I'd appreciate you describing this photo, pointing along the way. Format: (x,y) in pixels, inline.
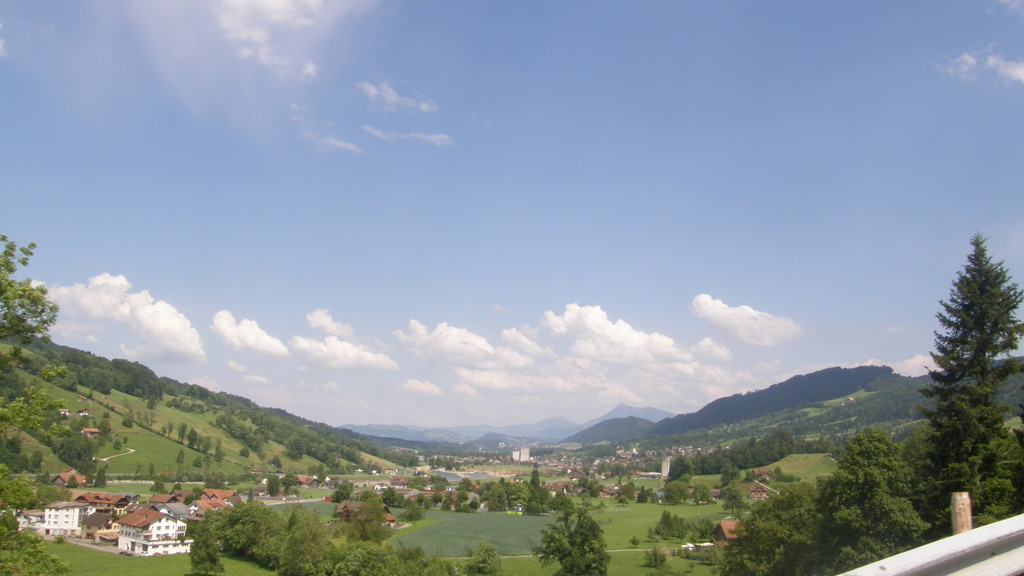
In this image I can see the grass (504,517). On the left side (133,513) I can see the houses (143,516). In the background (445,459), I can see the trees (318,455) and clouds (549,328) in the sky (539,185).
